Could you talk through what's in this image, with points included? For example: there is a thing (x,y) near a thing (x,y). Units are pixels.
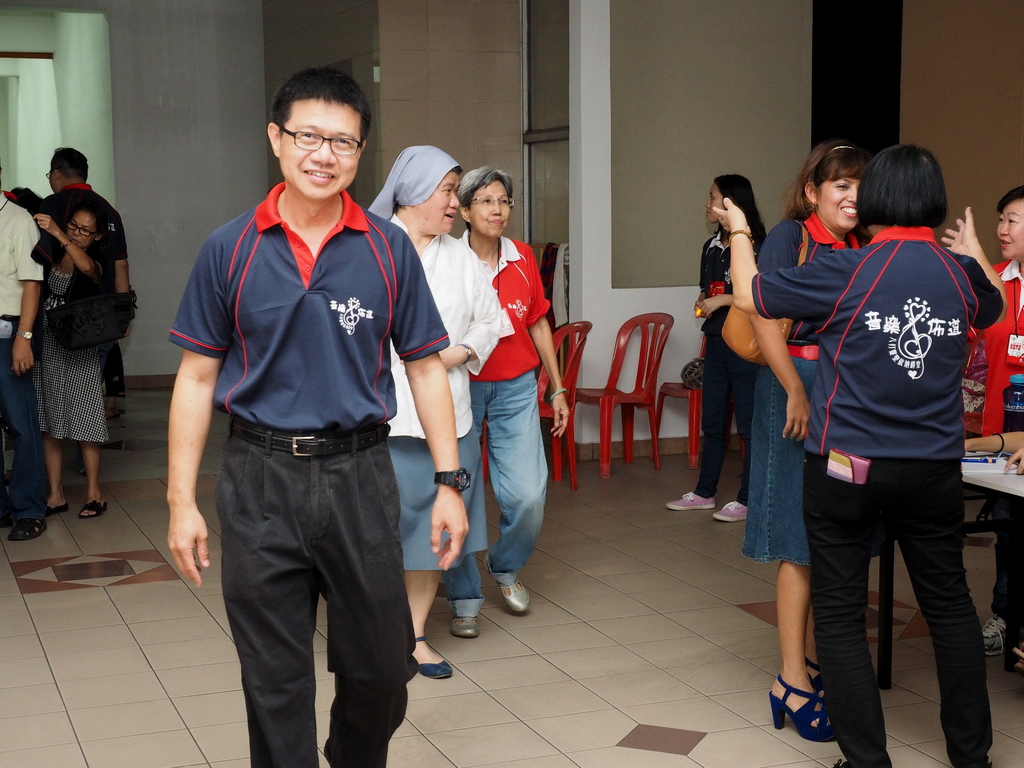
In this image we can see these people (928,528) are walking on the floor (8,675). In the background (73,138), we can see chairs (572,422), wall (374,145) and glass windows (538,100).
